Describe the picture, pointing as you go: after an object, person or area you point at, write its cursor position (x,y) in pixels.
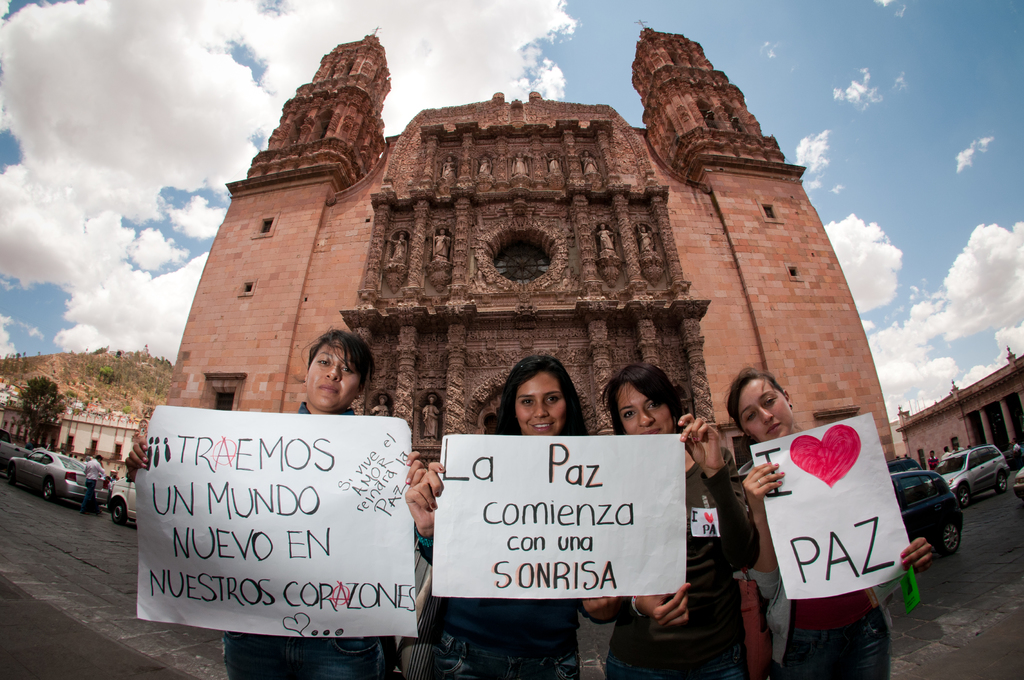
In this picture I can see 4 women (540,390) standing in front (360,596) and I see that they're holding papers (508,544), on which there is something written. Behind them I can see the road (988,566), on which there are few vehicles (956,469) and few people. In the background (502,145) I can see the buildings (962,435) and I can also see the sky (948,176) which is a bit cloudy and on the left side of this picture (94,367) I see few trees (33,414).
